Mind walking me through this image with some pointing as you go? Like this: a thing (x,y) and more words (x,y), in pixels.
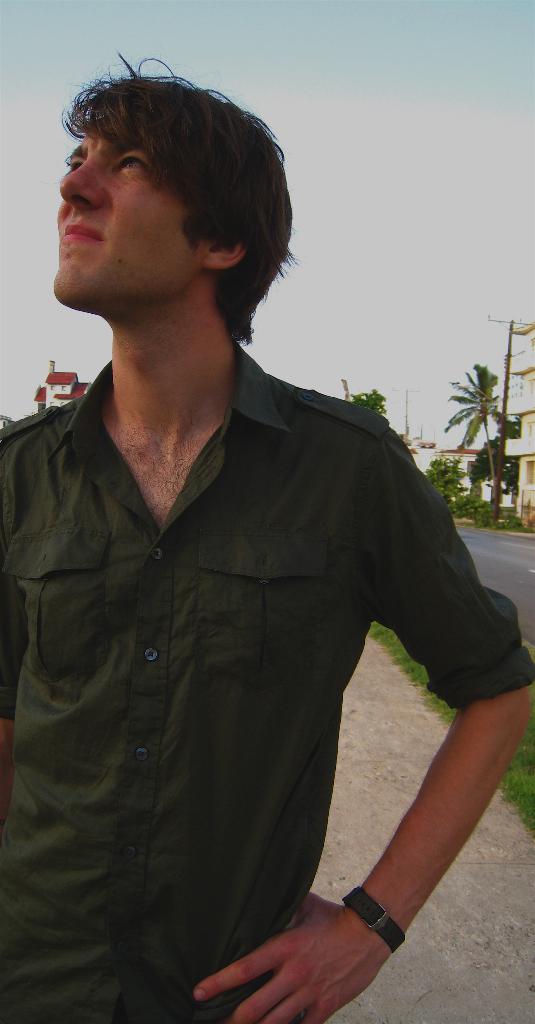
As we can see in the image in the front (117,511) there is a man (151,570) wearing green color shirt (187,697). In the background (439,445) there are trees (464,410), building (45,406) and sky (370,199).
